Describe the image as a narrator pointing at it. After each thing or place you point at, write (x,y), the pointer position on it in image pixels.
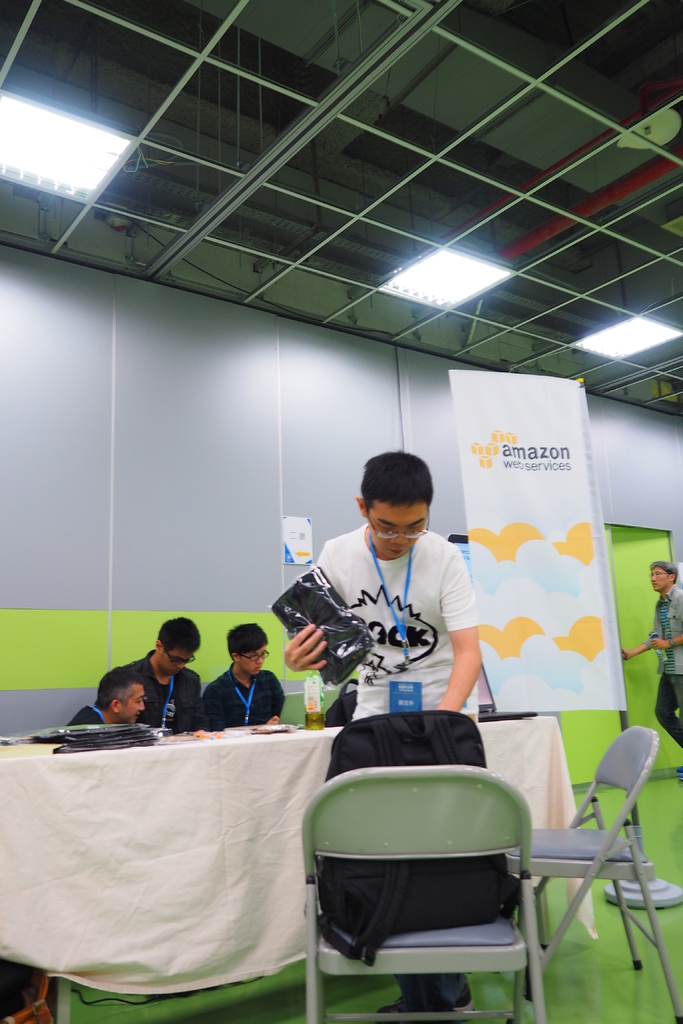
In this image I can see few people (372,680) and a bag (422,761) on the chair (393,965). Among them few people (252,660) are sitting in front of the table (218,774). In the back (523,510) there is a banner (526,551).
